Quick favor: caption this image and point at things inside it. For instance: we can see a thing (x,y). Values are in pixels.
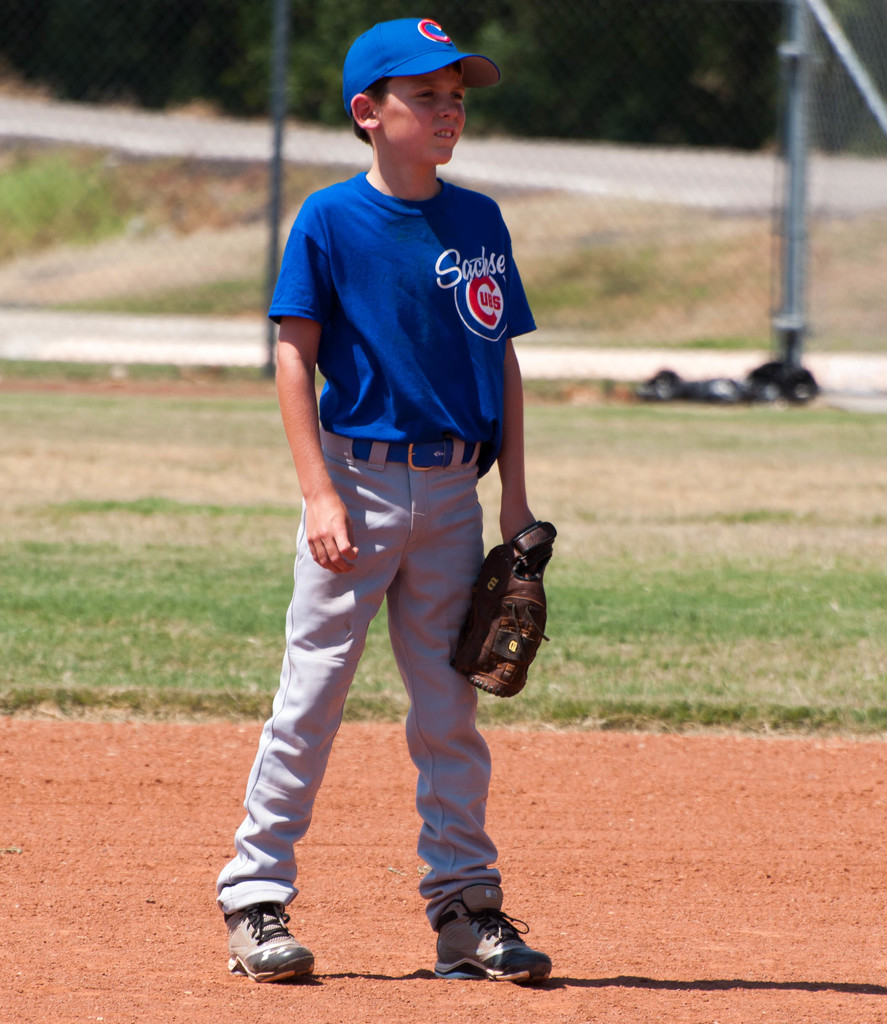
In this image there is a boy (388,289) holding an object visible on the ground (219,423), behind him there is a fence (834,137).
